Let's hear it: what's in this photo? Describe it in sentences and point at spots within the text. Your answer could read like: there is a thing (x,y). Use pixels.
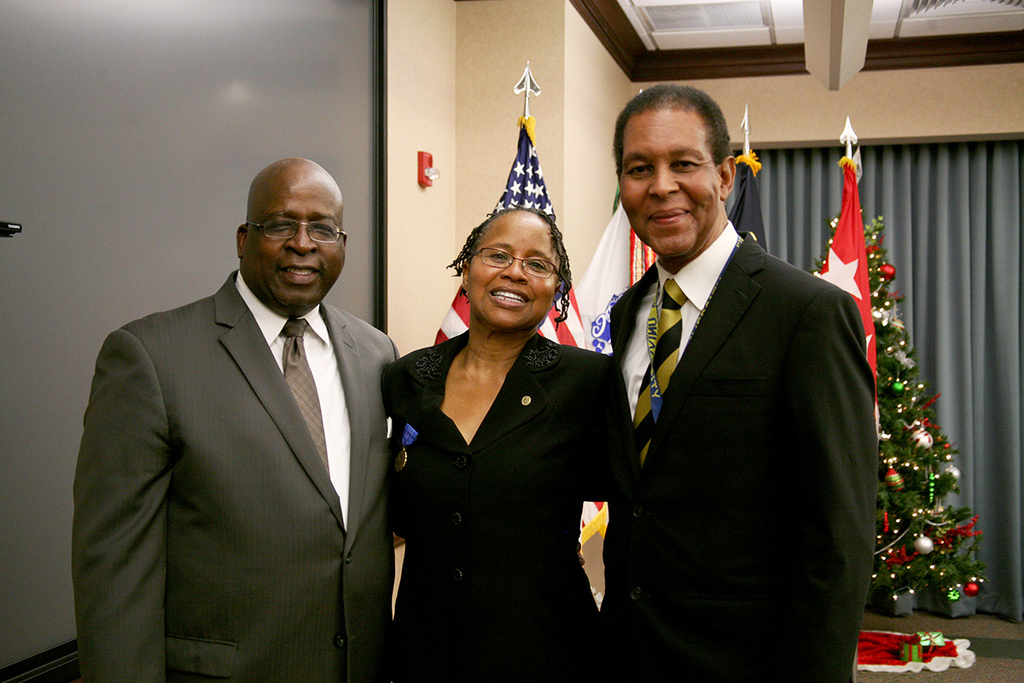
In the background (777,204) we can see a curtain (765,166), Christmas tree (919,396) decorated beautifully with decorative objects (924,434). In this picture we can see the people (520,545) and all are smiling. We can see the flags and few objects (912,642). On the right side of the picture (859,634) we can see a cloth (868,632) and objects (930,634).
